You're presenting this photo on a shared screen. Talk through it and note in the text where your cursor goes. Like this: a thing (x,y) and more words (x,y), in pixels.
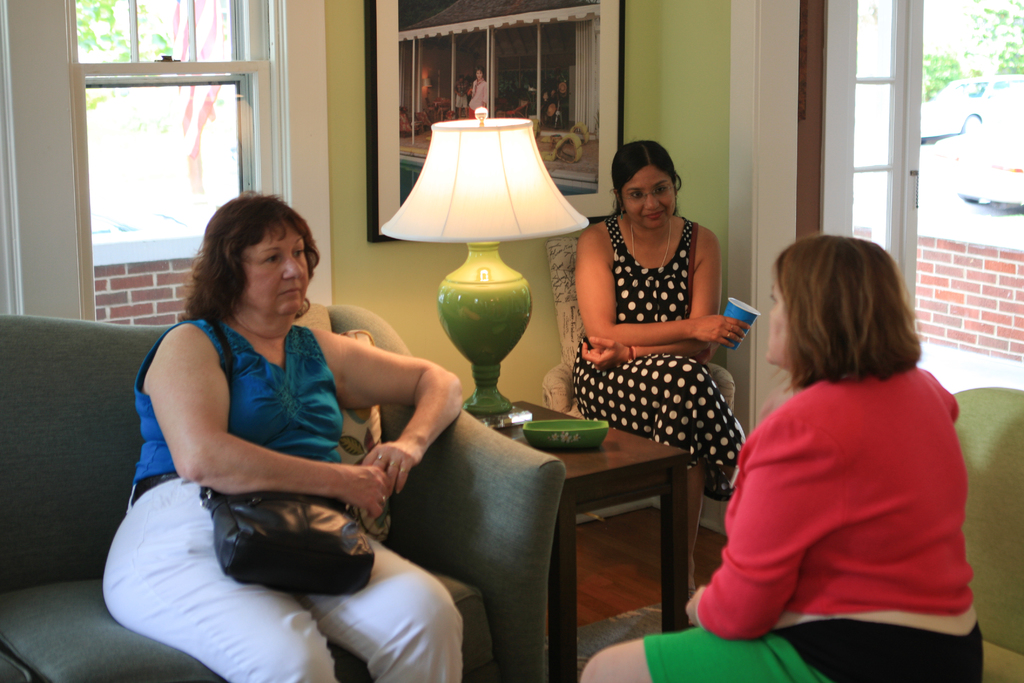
In this picture we can see three woman (782,492) sitting on chair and here woman (237,443) sitting on sofa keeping bag (280,523) with her and in front of them there is table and on table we can see bowl (569,424), lamp (511,322) and in background (322,56) we can see window (275,90), wall (343,67) with frame (526,71).
